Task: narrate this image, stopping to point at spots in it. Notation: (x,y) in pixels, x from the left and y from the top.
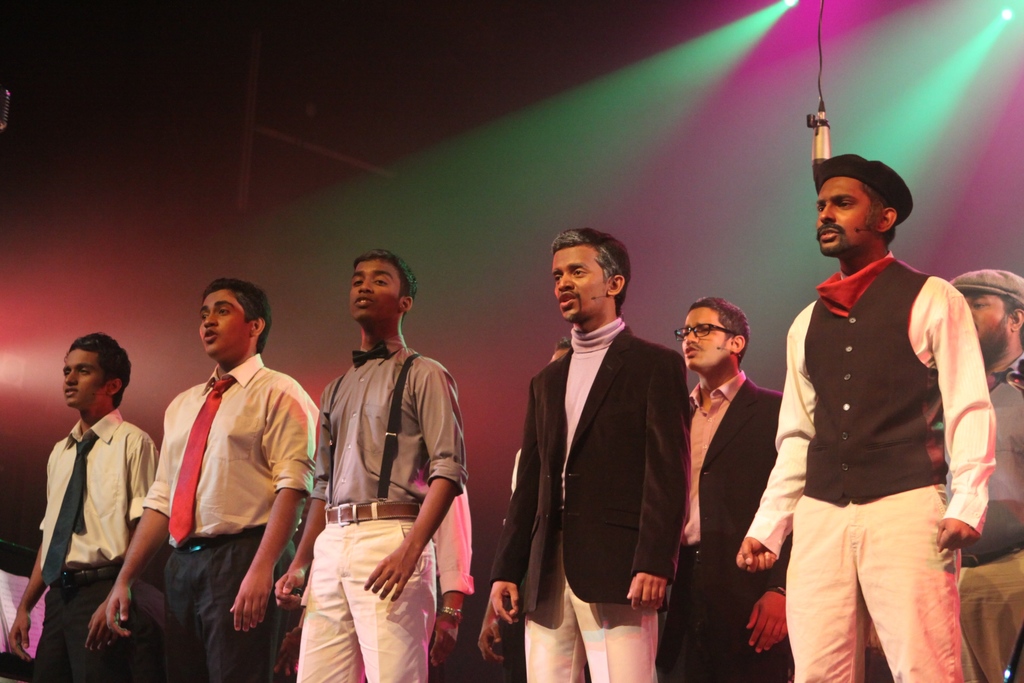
In this picture we can see a group of men (700,477) standing on the stage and performing the drama. Behind there are green spotlights (686,80).
